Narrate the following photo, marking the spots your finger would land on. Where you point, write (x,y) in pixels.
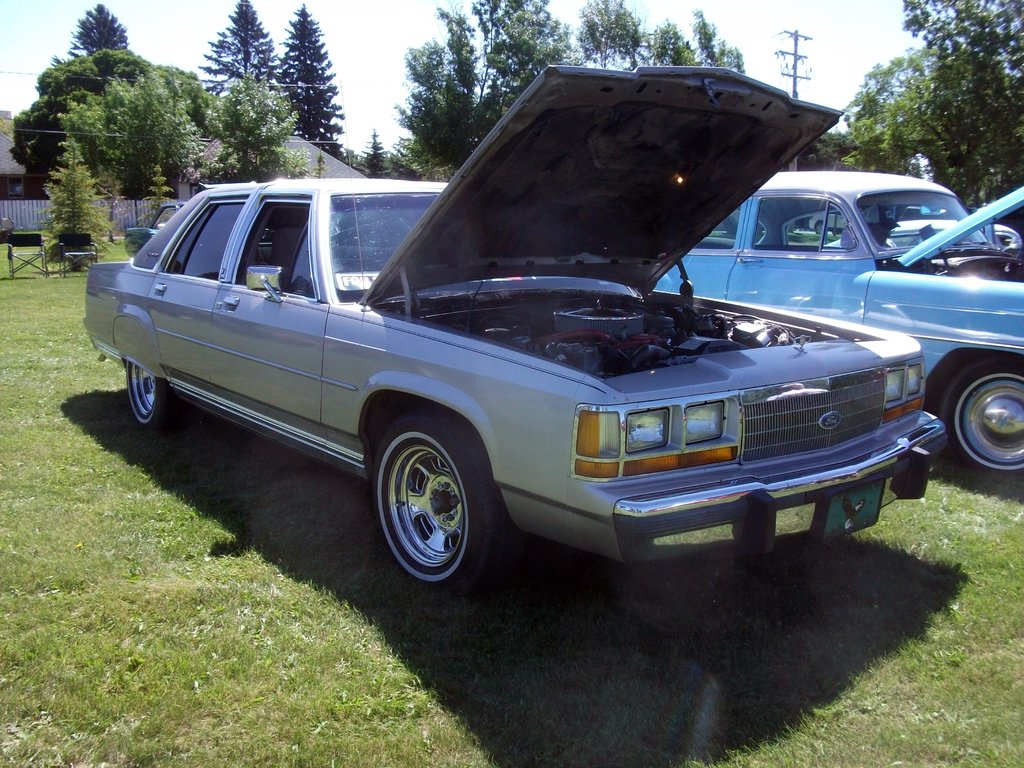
This is an outside view. Here I can see two cars (423,324) on the ground (209,628). At the bottom of the image (228,701) I can see the grass (191,688). In the background (102,221) there are some trees (436,88) and a house (336,170). On the top of the image (362,34) I can see the sky (365,56).
